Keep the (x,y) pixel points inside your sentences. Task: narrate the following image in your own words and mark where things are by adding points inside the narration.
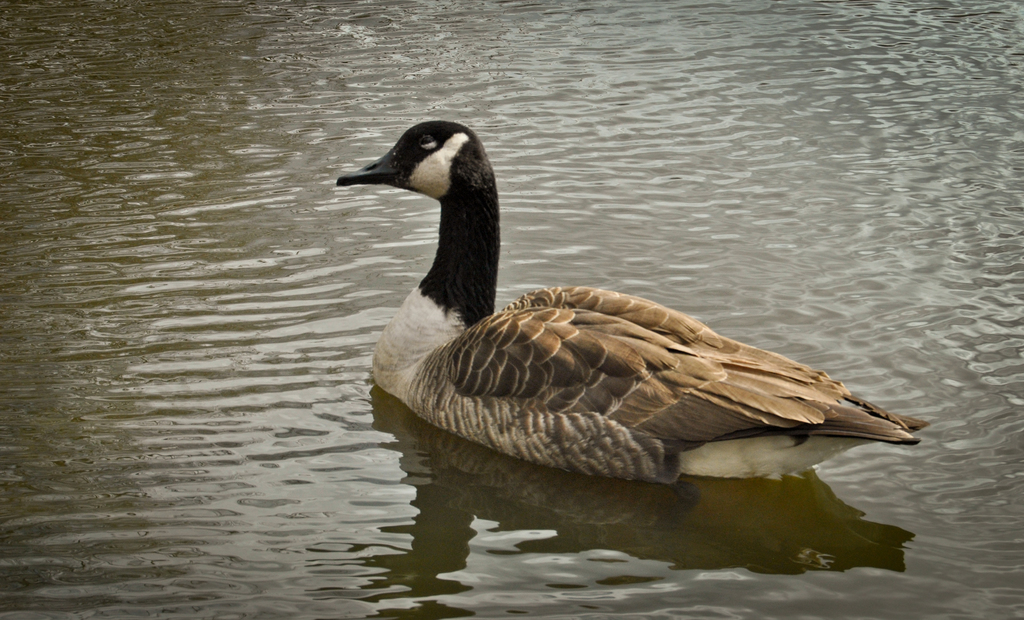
In this picture there is a goose (453,342) on the water (568,529). Here we can see the reflection (650,532) of the goose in the water (396,490).
